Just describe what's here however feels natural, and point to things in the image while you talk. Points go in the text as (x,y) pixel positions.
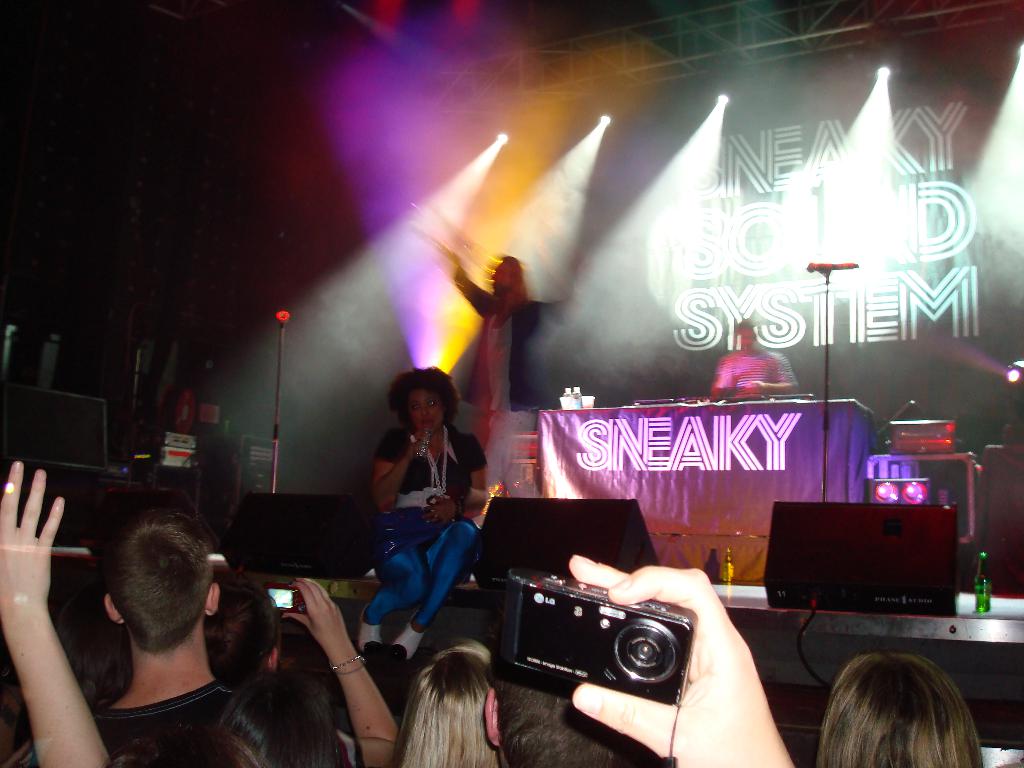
The image is taken in a live concert. There is a crowd (467,663) which are listening to the music. In the center of the stage (526,485) there is a lady (409,536) sitting and singing a song behind her there is a man (531,404) who is performing. In the background (958,136) there is a board (861,333).
